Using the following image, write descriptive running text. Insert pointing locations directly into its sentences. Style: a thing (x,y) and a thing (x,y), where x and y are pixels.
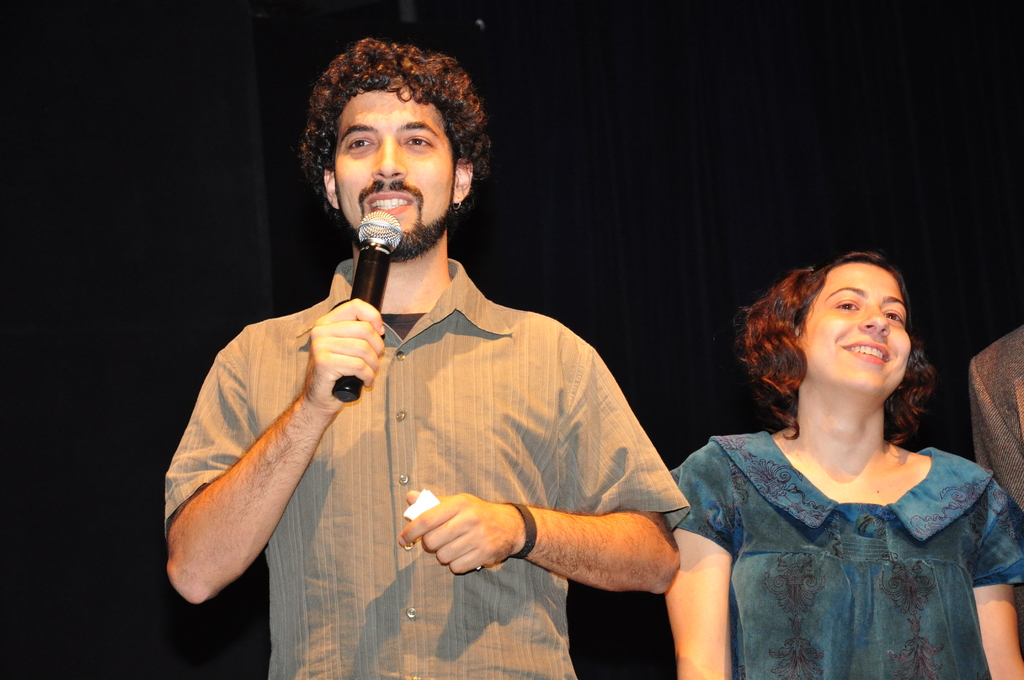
In the center (347,408) we can see the man (470,416) he is holding the microphone (376,249) beside him there is a lady (869,457) she is smiling.
